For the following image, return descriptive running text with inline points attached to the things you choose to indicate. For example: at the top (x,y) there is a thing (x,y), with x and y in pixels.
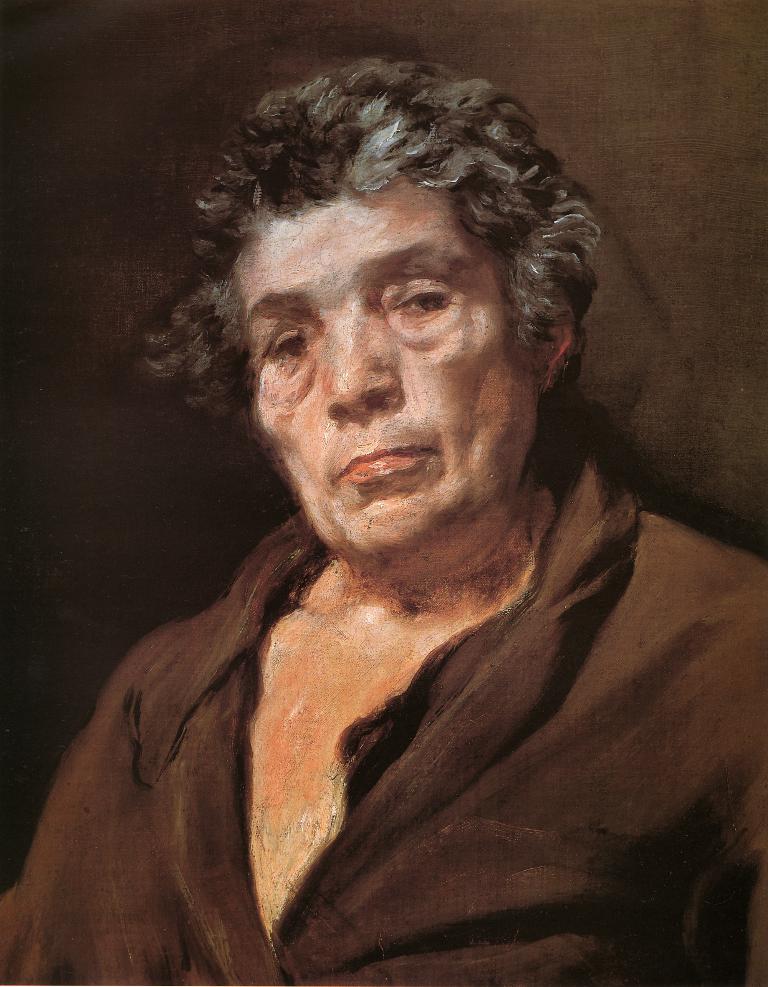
In this image we can see the painting (388,487) of a man (471,418) and in the background (64,370) the image is dark brown in color.
